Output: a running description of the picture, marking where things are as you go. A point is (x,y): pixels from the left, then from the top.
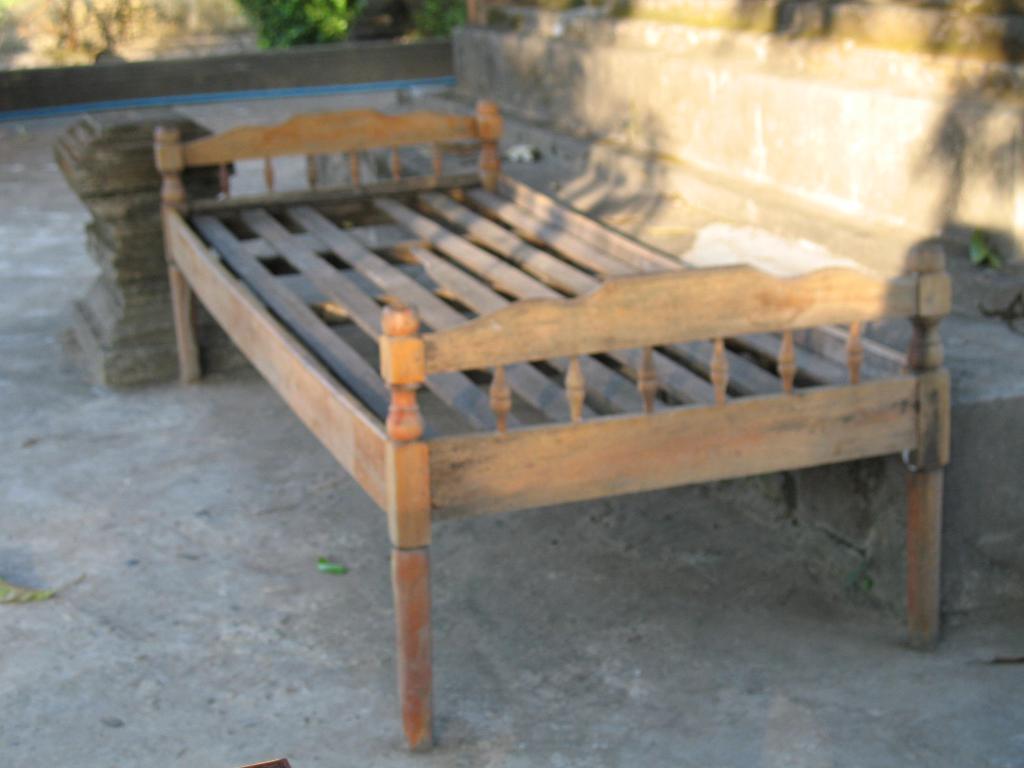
In this image there is a bed (526,339) on the ground (309,642), there is a wall (722,87) truncated towards the top of the image (651,69), there is a wall (989,124) truncated towards the right of the image (1005,115), there are trees (311,24) truncated towards the top of the image (342,22), there is a wall (251,75) truncated towards the left of the image (184,73), there are objects (152,153) on the ground (547,135), there is an object (260,765) truncated towards the bottom of the image (272,762), there is the ground (241,666) truncated towards the left of the image (68,488), there is an object (19,597) truncated towards the left of the image (31,589), there is the ground (27,626) truncated towards the bottom of the image (557,723).
